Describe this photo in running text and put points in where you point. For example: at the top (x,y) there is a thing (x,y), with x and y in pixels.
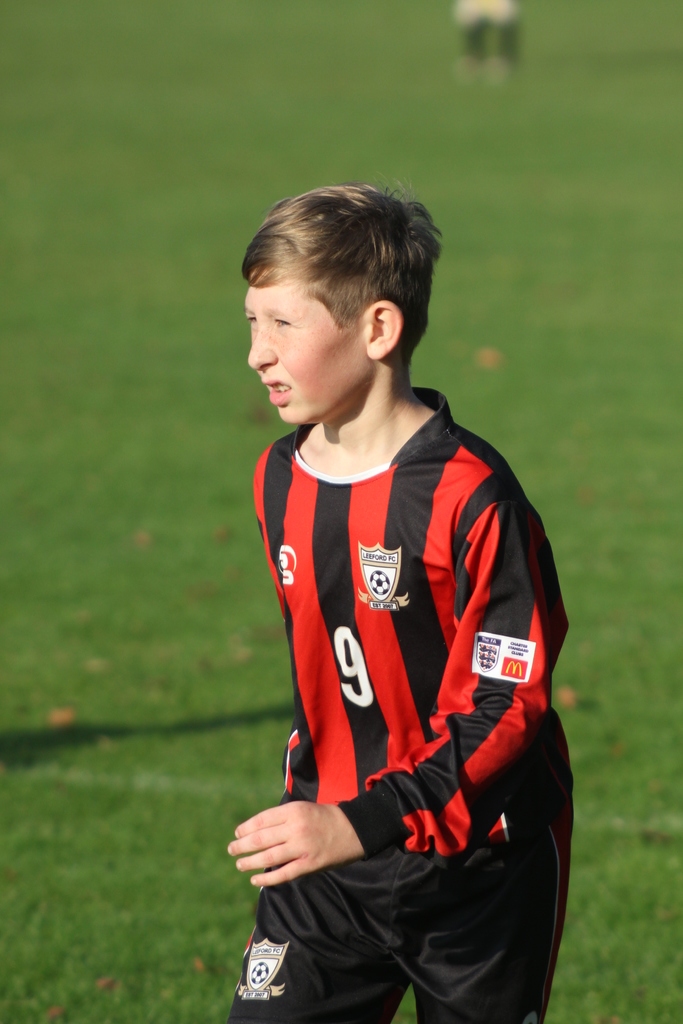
In the center of the image (340,546), we can see a person (304,649) wearing a sports dress (344,666) and in the background (471,187), there is ground (520,281).
